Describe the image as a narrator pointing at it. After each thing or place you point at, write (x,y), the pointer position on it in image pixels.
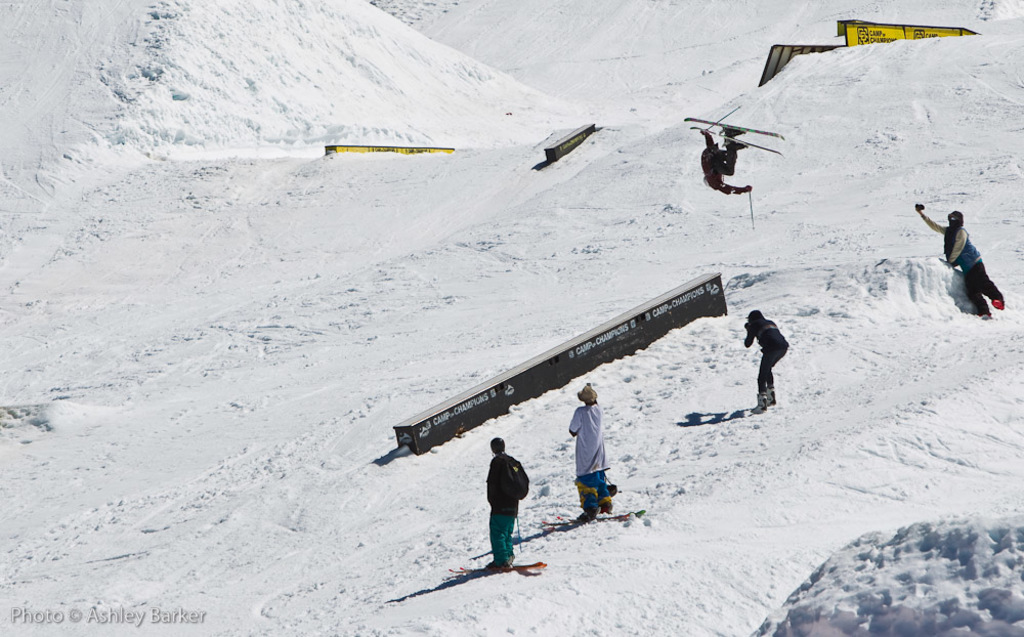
In this image there are group of people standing on the snow (461,591), there is a person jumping with the ski boards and ski poles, and there are some objects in the snow (181,582), and there is a watermark (80,619) on the image.
